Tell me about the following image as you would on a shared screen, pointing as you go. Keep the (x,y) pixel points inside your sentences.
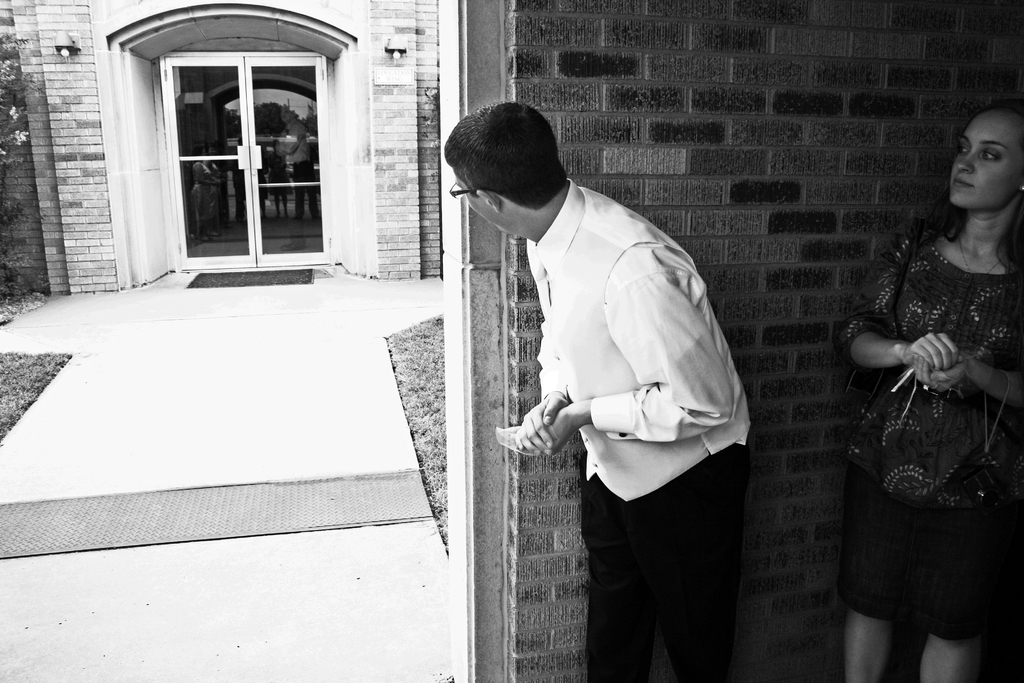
This image consists of two persons (698,601). On the right (883,435), there is a woman (921,363). Beside her there is a man (679,426) wearing white shirt (633,334). In the front (127,440), there is a path (157,383) and a door (324,130). It looks like a building (441,246). At the bottom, there is grass (17,395) on the ground (157,366).
